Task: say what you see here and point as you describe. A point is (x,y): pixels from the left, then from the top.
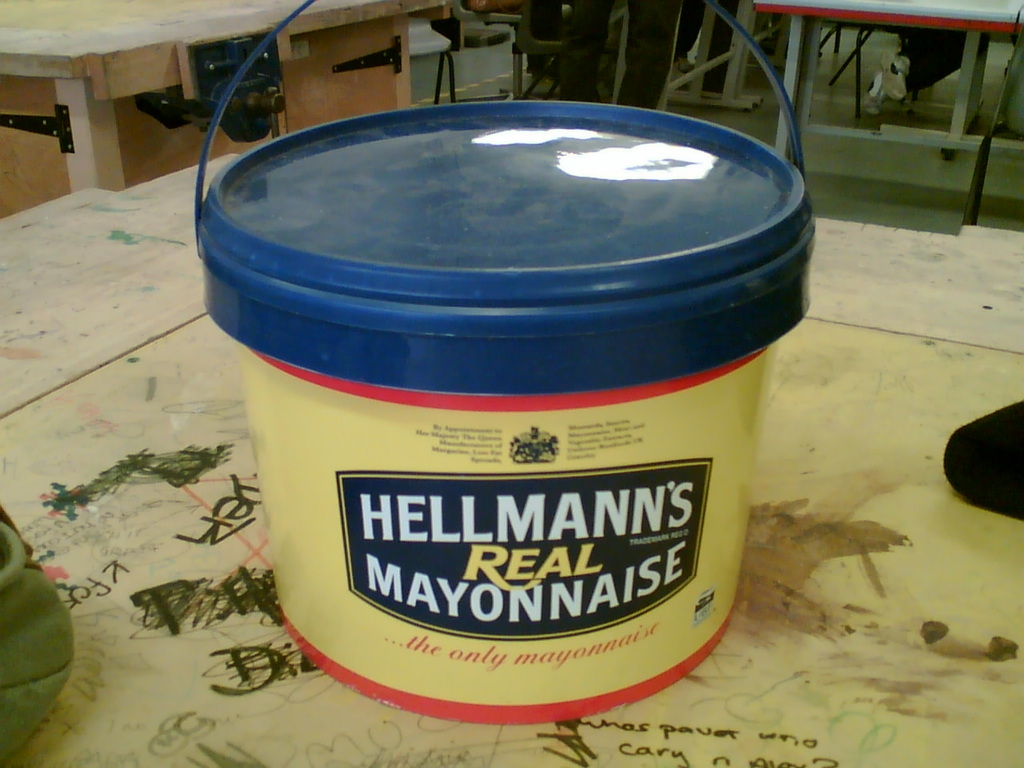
In this picture I can see there is a bucket (463,285) placed on the table (569,726) and there is a lid (298,276) and a handle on it. There are tables (269,21) in the backdrop (324,98) and few people (577,3) sitting in the chairs (549,79).
